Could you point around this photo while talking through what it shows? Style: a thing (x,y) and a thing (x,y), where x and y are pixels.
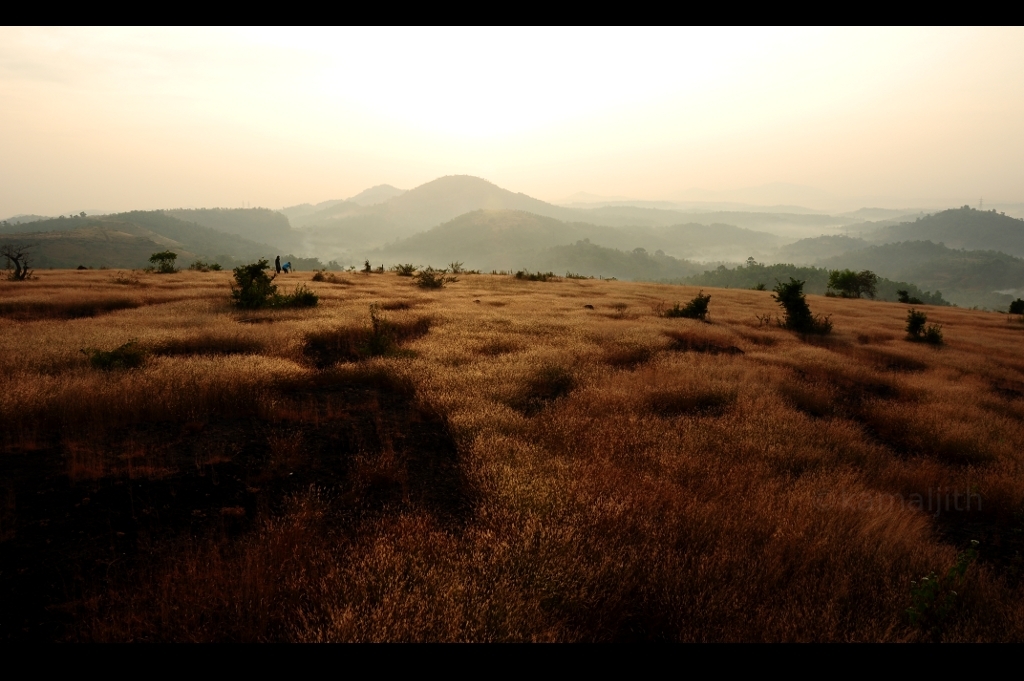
In this image, we can see grass (743,367) and plants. Background (1003,268) we can see few mountains (542,215) and sky (519,129). At the top (58,14) and the bottom of the image (532,653), we can see black color.
